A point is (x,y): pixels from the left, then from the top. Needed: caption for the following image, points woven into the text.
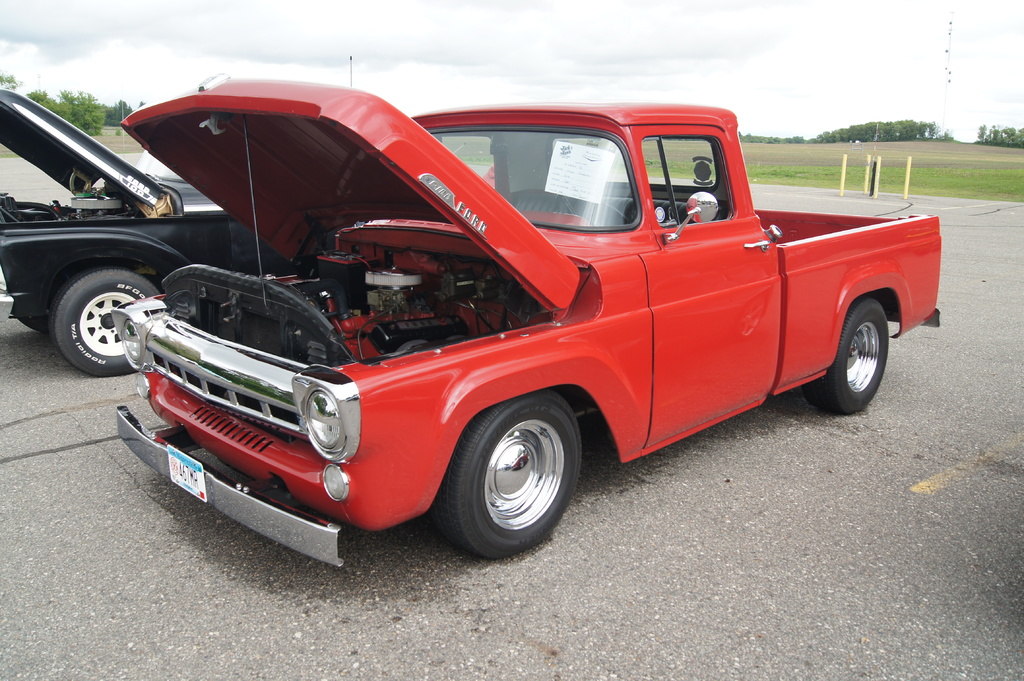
In this picture we can see there are two vehicles (227,352) parked on the road (407,601). Behind the vehicles (351,302) there are poles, trees (920,138) and a cloudy sky (625,21).
